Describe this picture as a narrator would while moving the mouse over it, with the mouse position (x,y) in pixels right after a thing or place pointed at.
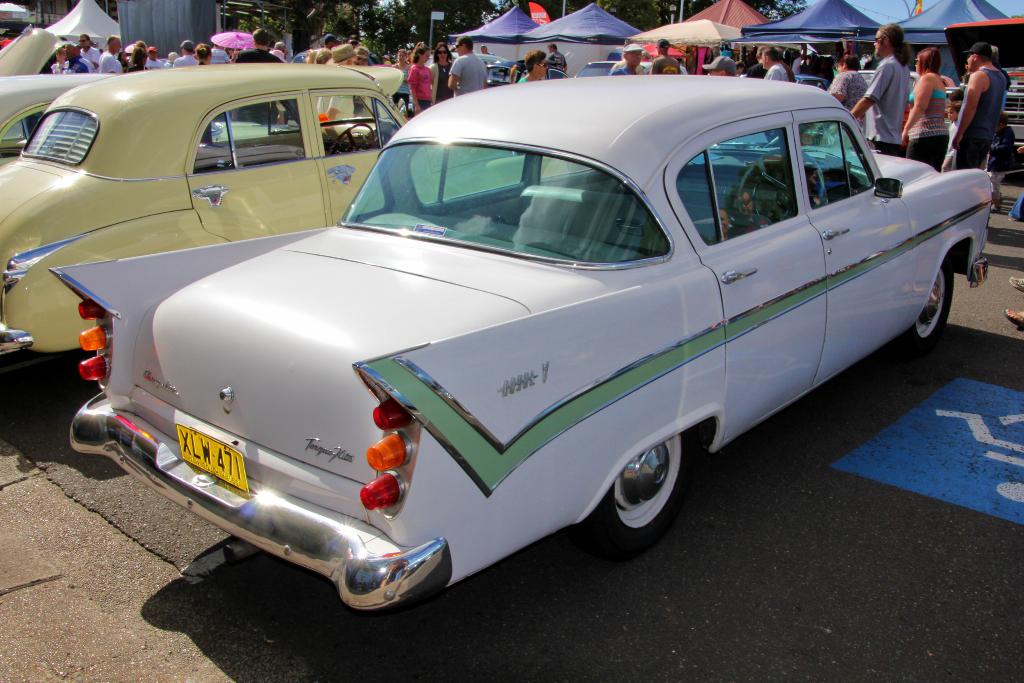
In this image, we can see cars (570,469) on the road (668,577) and in the background (236,50), there are people (629,49) and we can see tents (773,37) and trees (339,28).
